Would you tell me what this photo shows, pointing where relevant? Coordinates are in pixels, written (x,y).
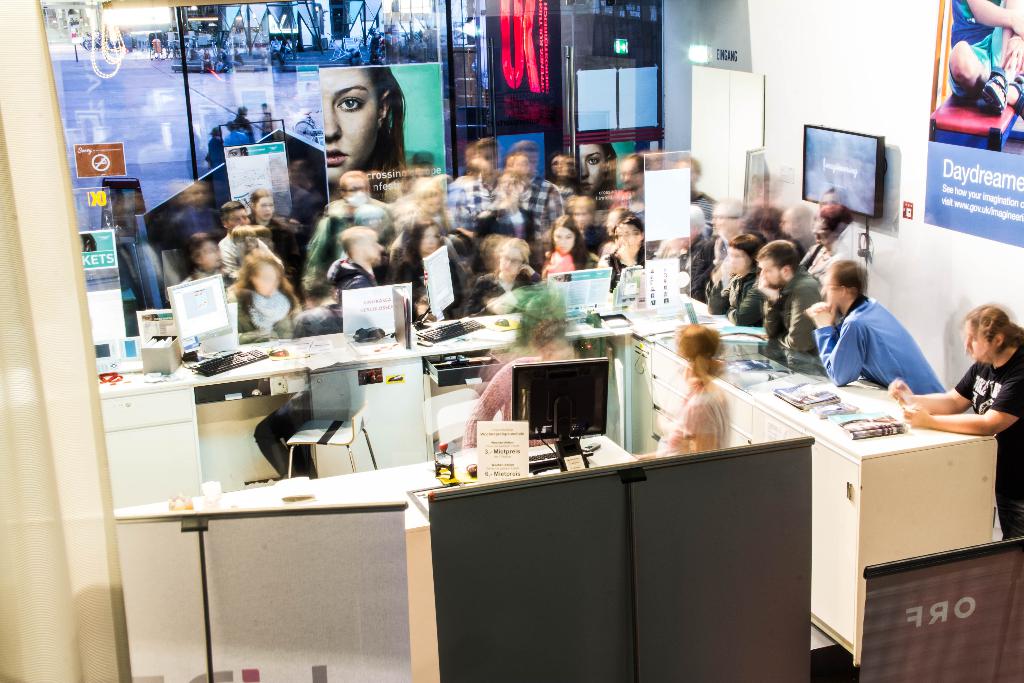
In the picture we can see a people (715,310) standing near the desk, on the desk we can find a computer systems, keyboards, and some papers (660,284), and books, in the background (707,139) we can see a wall (689,141) with photo frames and photos animated pics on it, and to the wall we can see a television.
